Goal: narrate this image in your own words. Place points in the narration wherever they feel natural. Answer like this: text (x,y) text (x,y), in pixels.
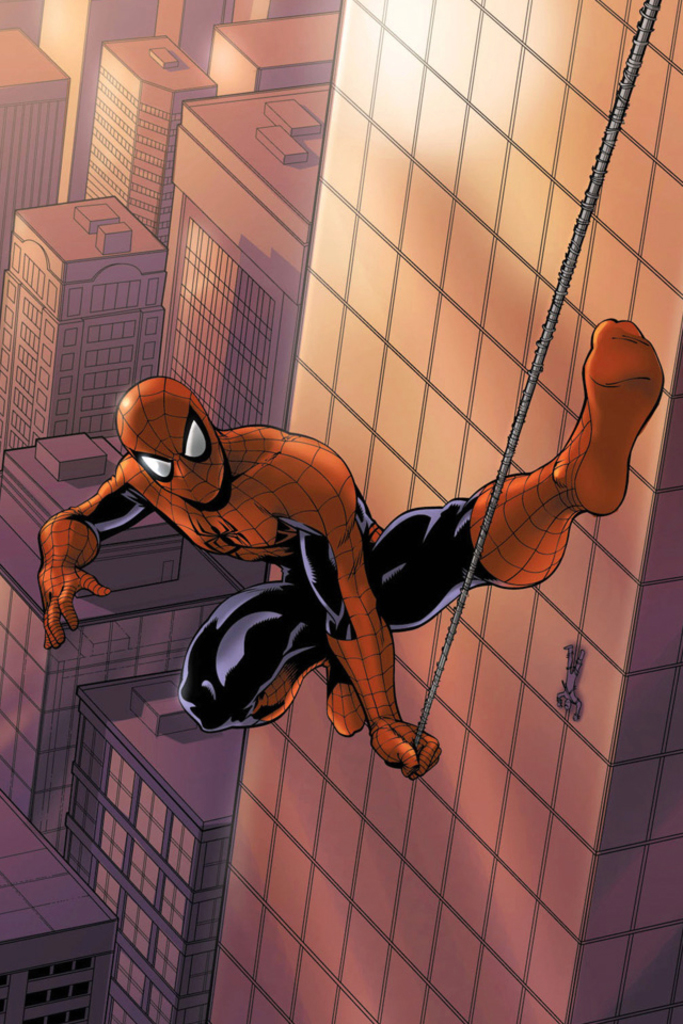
It is an animated image, there is a spider man (368,586) holding a rope (533,377) and behind him there are many buildings (214,255).
